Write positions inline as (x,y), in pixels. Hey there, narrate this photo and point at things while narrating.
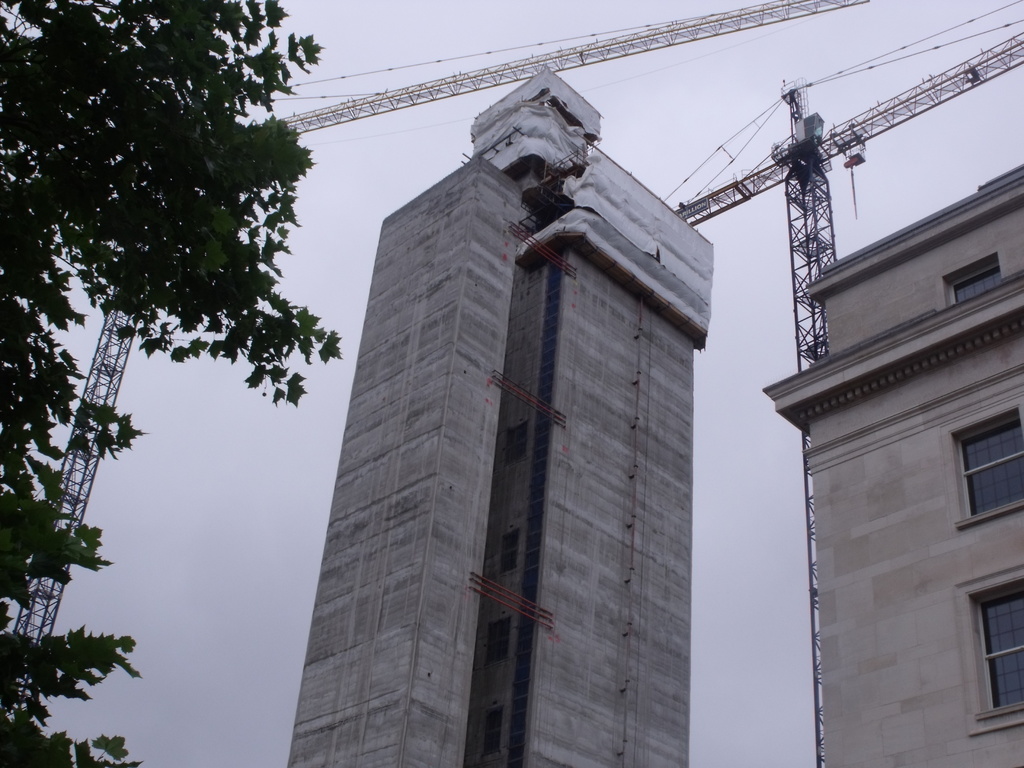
In this image we can see buildings (542,416). Building (840,408) on the right side (912,350) have windows (973,506). Also there are tower cranes (812,137). On the left side (77,218) there are branches (151,125) of tree (132,178). In the background (168,477) there is sky (164,615).
